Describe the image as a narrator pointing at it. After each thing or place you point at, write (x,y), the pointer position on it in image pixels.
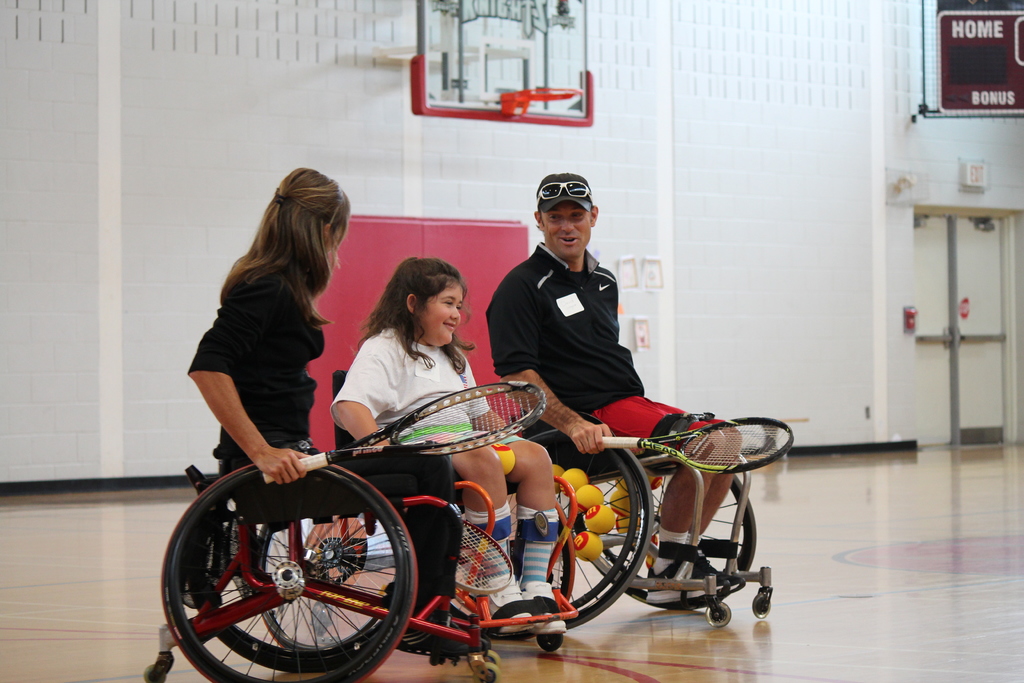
In this image we can see a few people (662,560) sitting on the wheel chair (610,547) and holding tennis rackets (681,454) in their hands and there is a wall (840,182) in the background (985,98) and a board (975,107) attached to the wall (968,200).
